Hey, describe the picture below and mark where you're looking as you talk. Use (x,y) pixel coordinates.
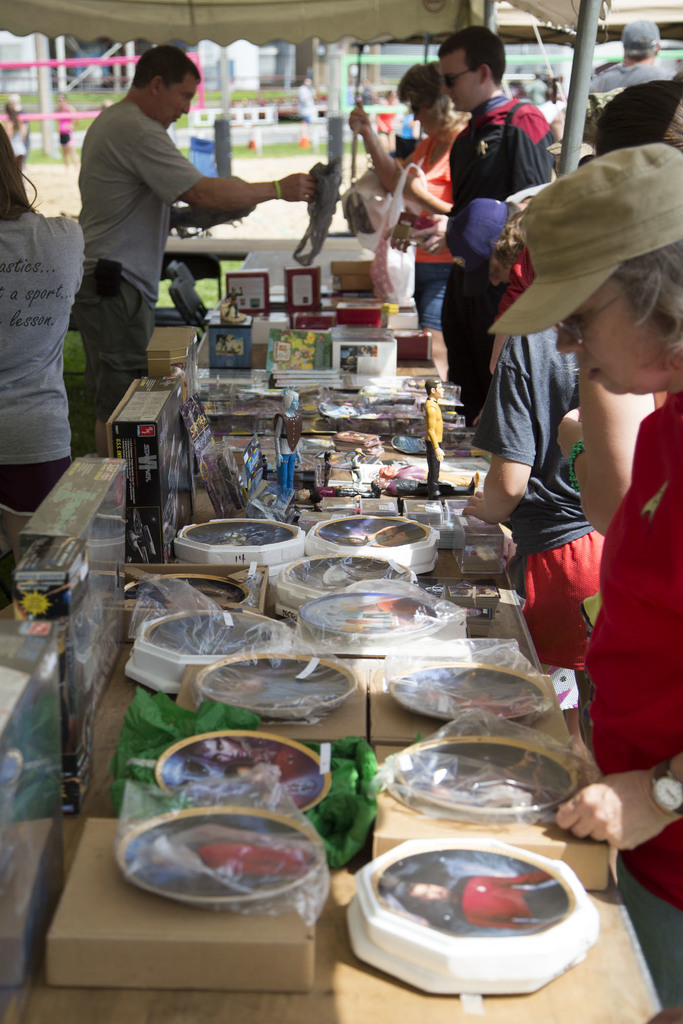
In this image we can see many people (502,291). One person (637,306) is wearing watch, specs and cap (606,215). There are tables (344,431). On the tables (245,331) there are packets (226,447), toys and many other items (337,435). In the back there is a pole (572,76). Also we can see many other items (232,476).
